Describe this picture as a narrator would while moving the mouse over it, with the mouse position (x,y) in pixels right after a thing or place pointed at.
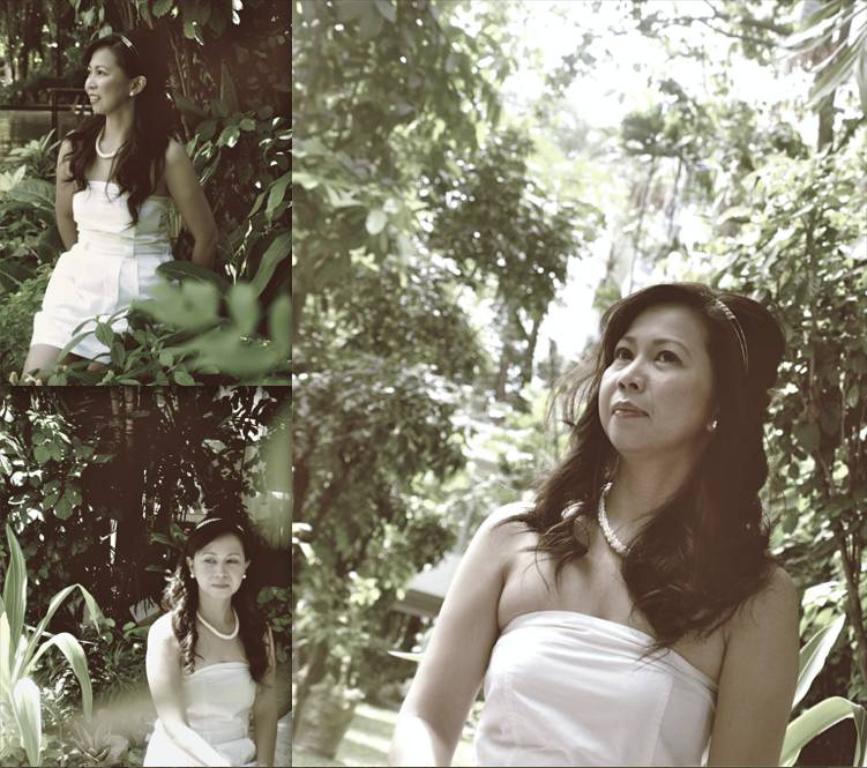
This picture is a collage picture. In this image there is a woman (650,432) with white dress (54,306) is standing. At the back (148,517) there are trees (63,529) and there is a building (407,606).
